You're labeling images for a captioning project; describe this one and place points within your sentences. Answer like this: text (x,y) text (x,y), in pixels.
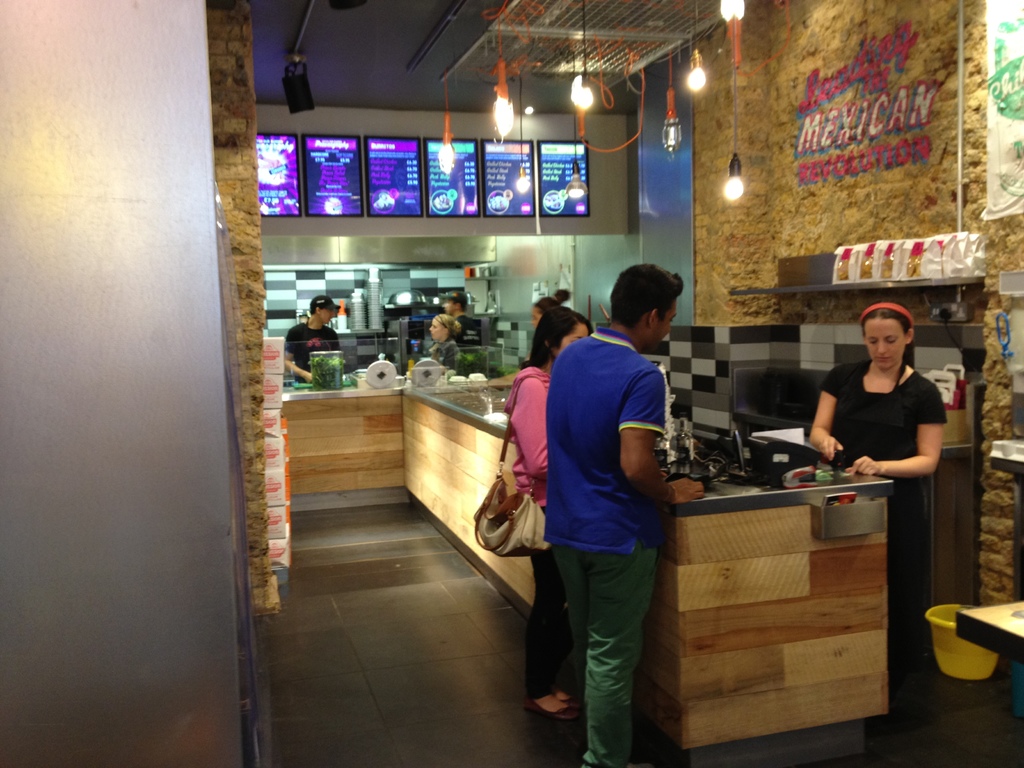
In this image I can see a group of people (660,481) on the floor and a cabinet (490,454) on which plates (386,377), glasses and some objects (421,386) are there. In the background (707,246) I can see a wall (740,238), boards (446,196), rooftop (566,71) on which lights (688,74) are hanged and a text (892,164). This image is taken may be in a room (597,506).
